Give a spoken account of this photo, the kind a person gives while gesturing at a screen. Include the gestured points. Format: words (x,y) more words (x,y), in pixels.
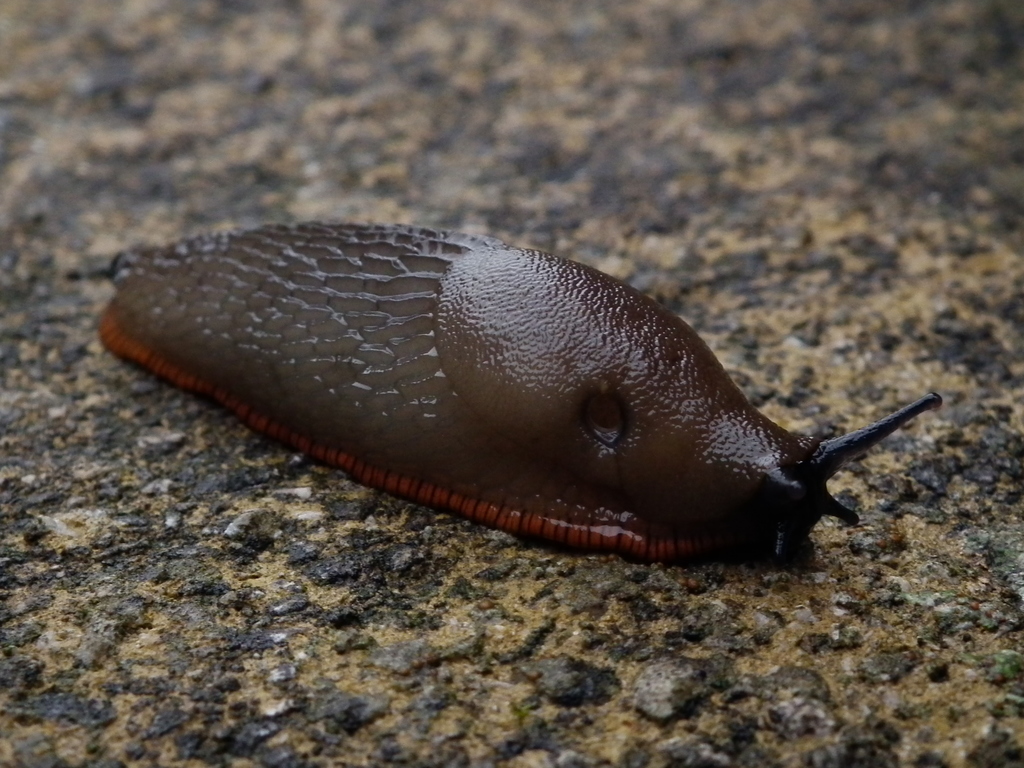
In this picture we can see a slug (575,444) on the ground (428,520).
